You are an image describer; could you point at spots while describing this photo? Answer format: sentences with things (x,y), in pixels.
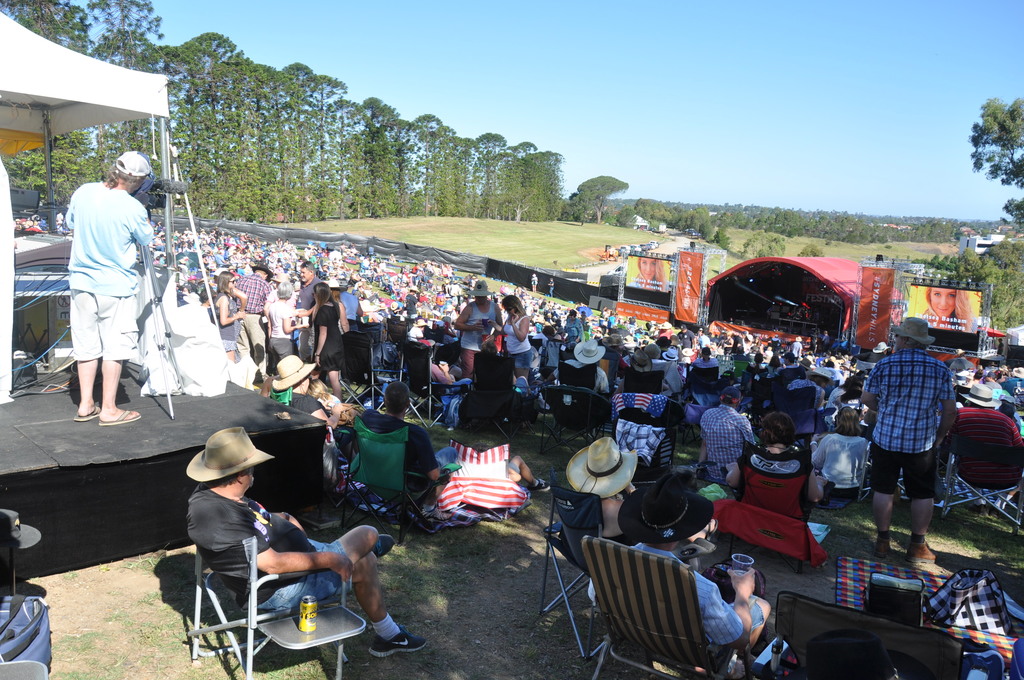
Here some people (769,372) are sitting on the chairs (761,382) and some people (99,303) are standing, these are trees (757,247) and a sky (809,74).
